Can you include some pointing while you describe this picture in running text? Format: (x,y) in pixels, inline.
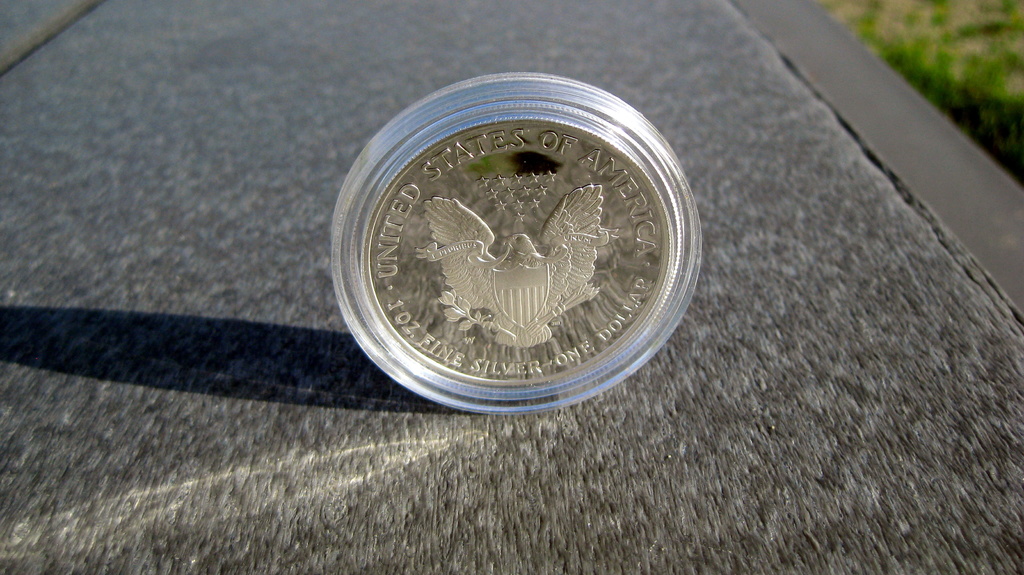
In this image we can see a coin (474,236) on the floor (279,73) with text (604,162) and image (585,233) on it, the background (911,33) is blurred.
